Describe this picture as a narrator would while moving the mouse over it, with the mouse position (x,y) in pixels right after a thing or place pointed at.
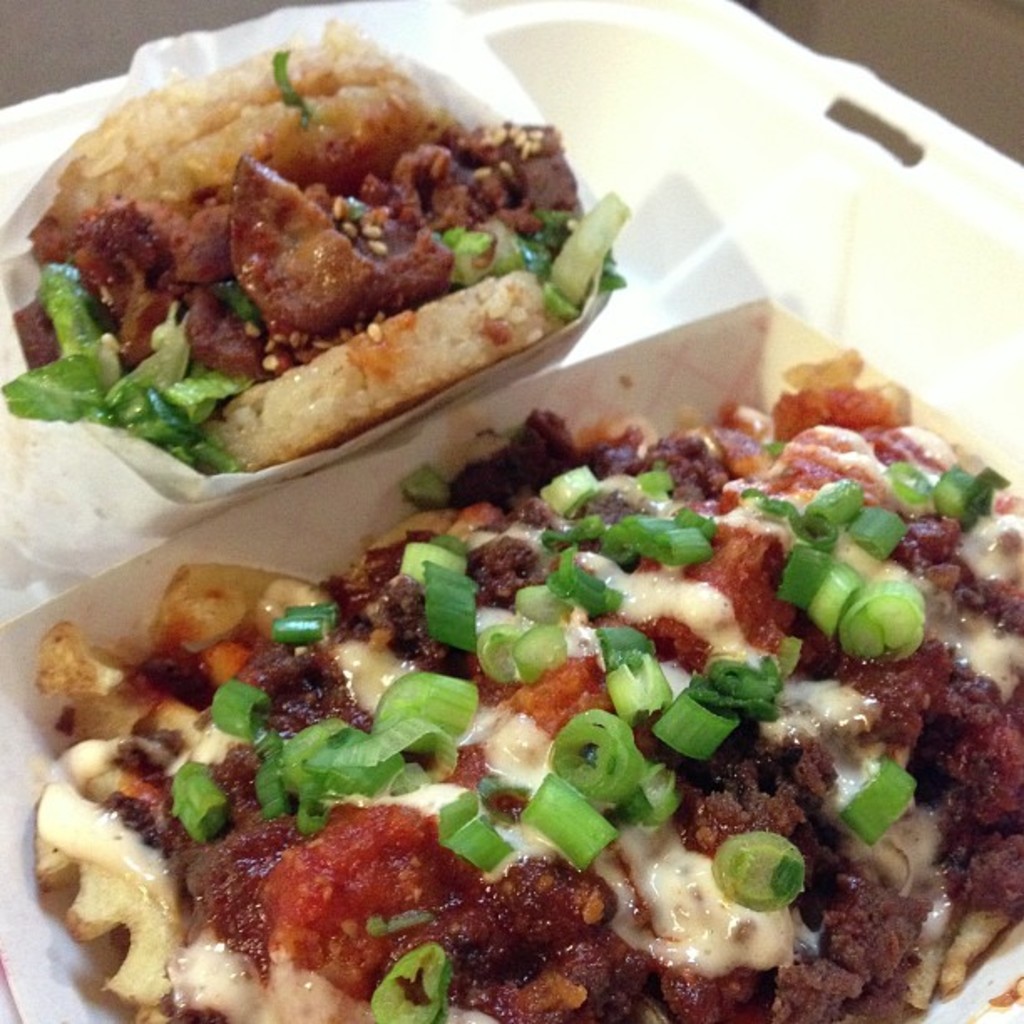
In the image we can see container (794,135), white in color. In it we can see food items (600,493).
